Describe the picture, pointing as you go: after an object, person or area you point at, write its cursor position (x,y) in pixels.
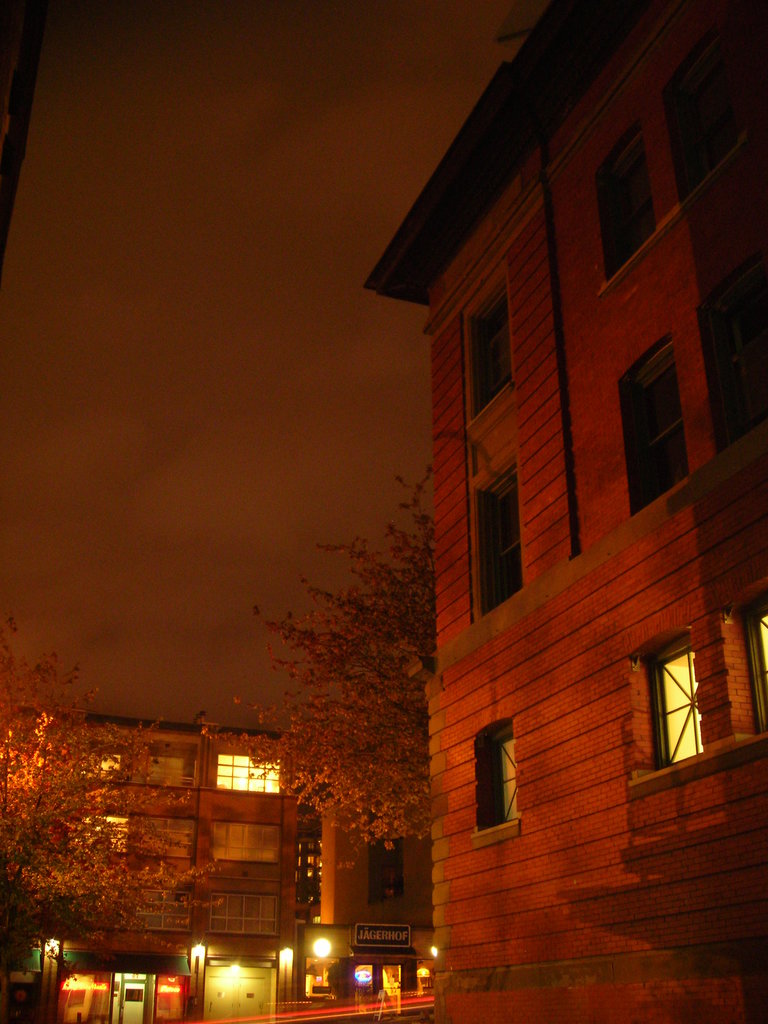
The picture is taken outside a building (435,884). In the background (415,881) there are buildings (251,763), trees (83,770), lights (369,973), hoarding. On the building (468,871) there are windows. The sky (239,277) is cloudy.
